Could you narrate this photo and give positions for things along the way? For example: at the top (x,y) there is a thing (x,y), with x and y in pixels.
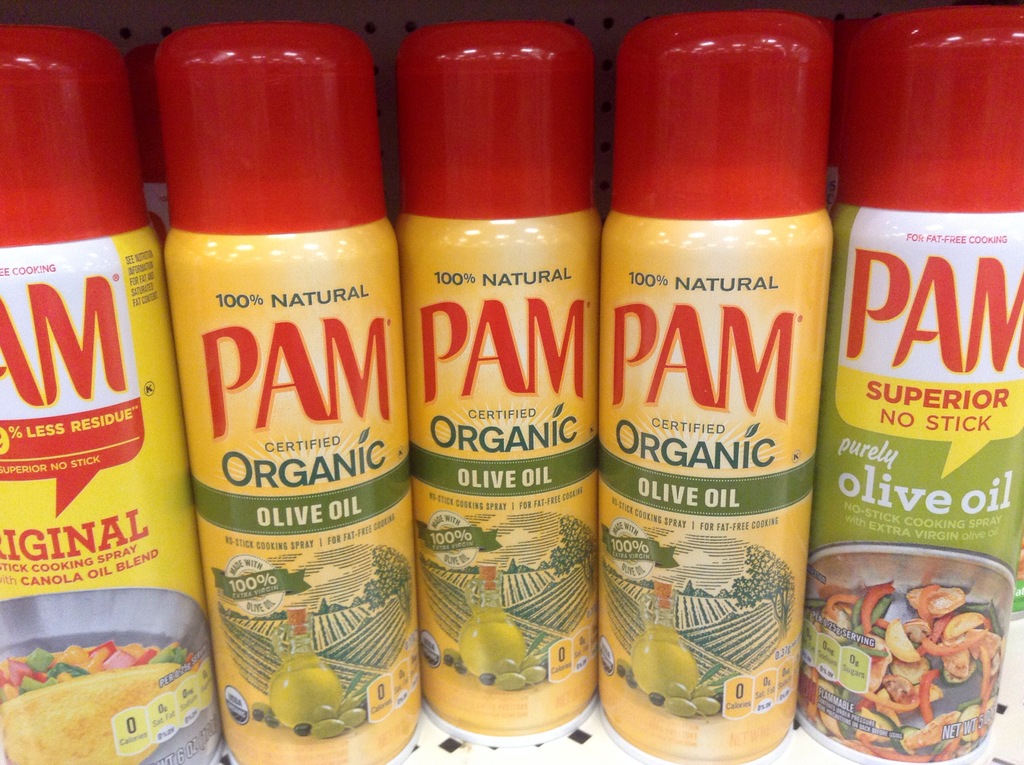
In this picture, we some bottles (567,139) placed on the surface (1016,681) and we can see the background (123,8).
